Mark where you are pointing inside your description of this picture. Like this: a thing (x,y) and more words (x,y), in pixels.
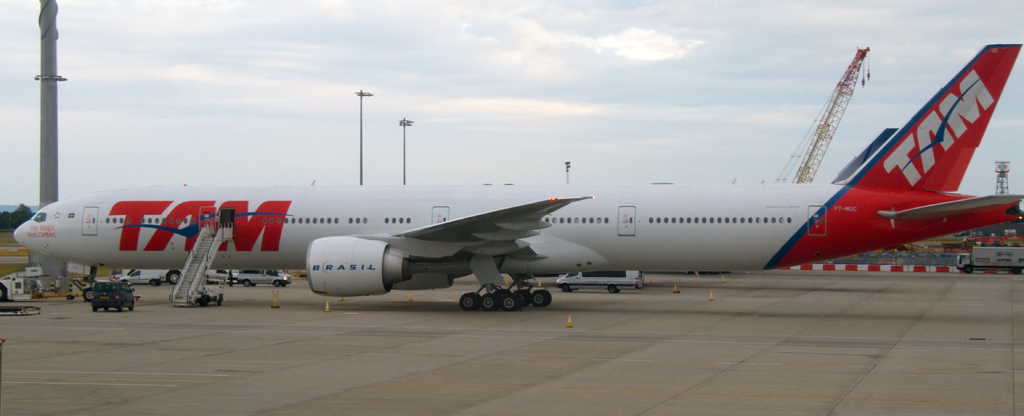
In this image we can see an aeroplane (617,238) present on the land (508,330). Image also consists of vehicles (212,288) and also poles (363,171). In the background (650,161) there is a cloudy sky (582,77). Trees (14,220) are also visible in this image.
